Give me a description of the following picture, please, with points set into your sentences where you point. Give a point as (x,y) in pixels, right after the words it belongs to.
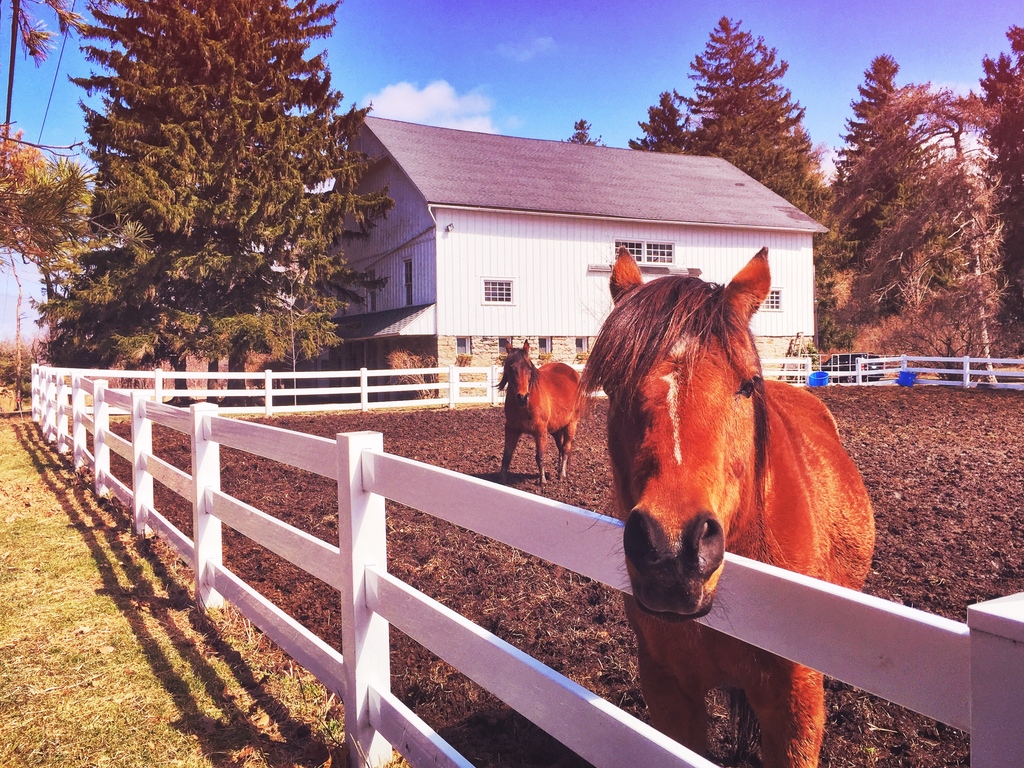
In the picture we can see two horses (829,486), around it, we can see the railing (94,374) and behind it, we can see the house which is white in color and besides it, we can see some trees (1018,153) and a part of the grass surface (21,762) and in the background (344,111) we can see the sky (512,133) with clouds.
